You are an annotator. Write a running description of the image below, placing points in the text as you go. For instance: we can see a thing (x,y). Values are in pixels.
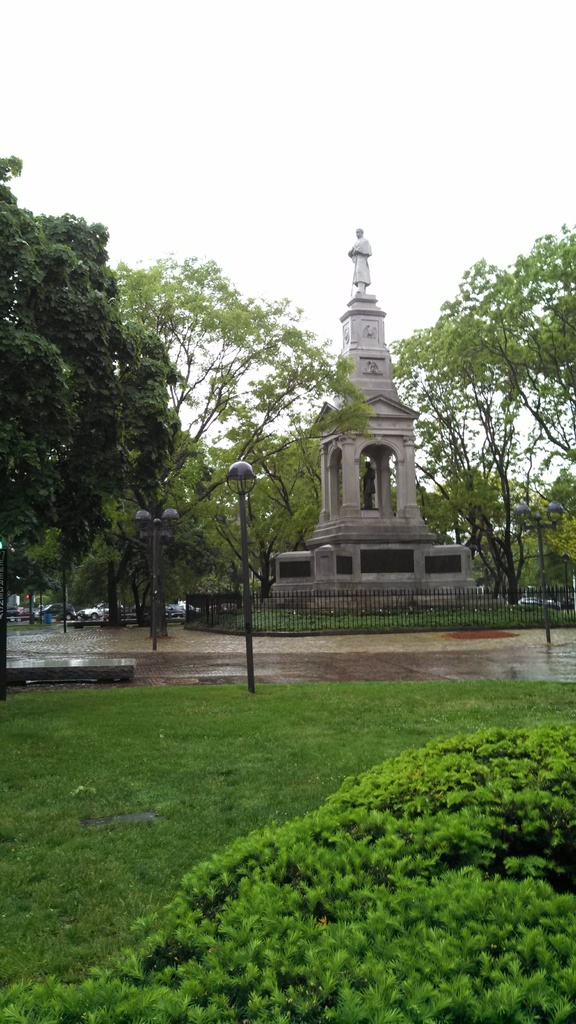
In the center of the image (353,347) there is a statue (356,520). On the left side of the image (121,465) there are trees (42,580), light poles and cars (91,617). On the right side of the image (520,336) there are trees (492,375). At the bottom (326,736) we can see grass (15,806) and plants (278,900). In the background (253,119) there is a sky (253,119).
